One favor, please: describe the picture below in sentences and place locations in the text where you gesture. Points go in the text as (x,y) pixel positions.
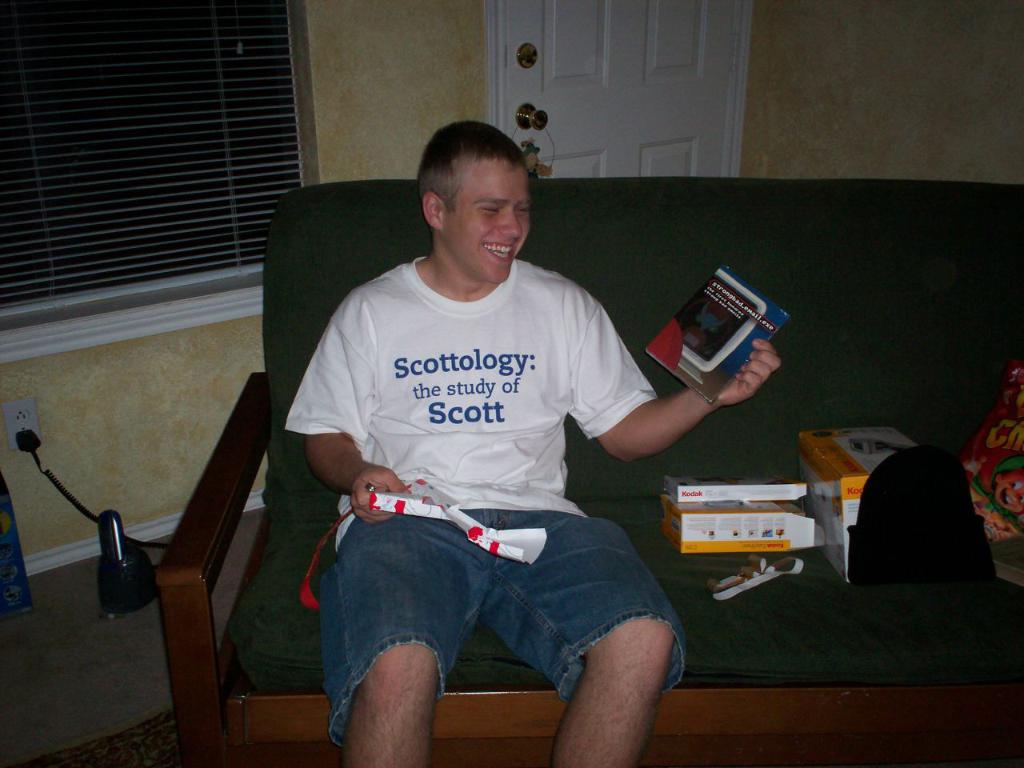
In this image I can see a person (458,444) sitting on the couch (292,502). The person (527,448) is wearing white shirt (540,494), blue shorts (569,594) holding some object (743,285) in his hand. Background (658,145) I can see door (530,87) in white color and wall (364,89) in cream color.
